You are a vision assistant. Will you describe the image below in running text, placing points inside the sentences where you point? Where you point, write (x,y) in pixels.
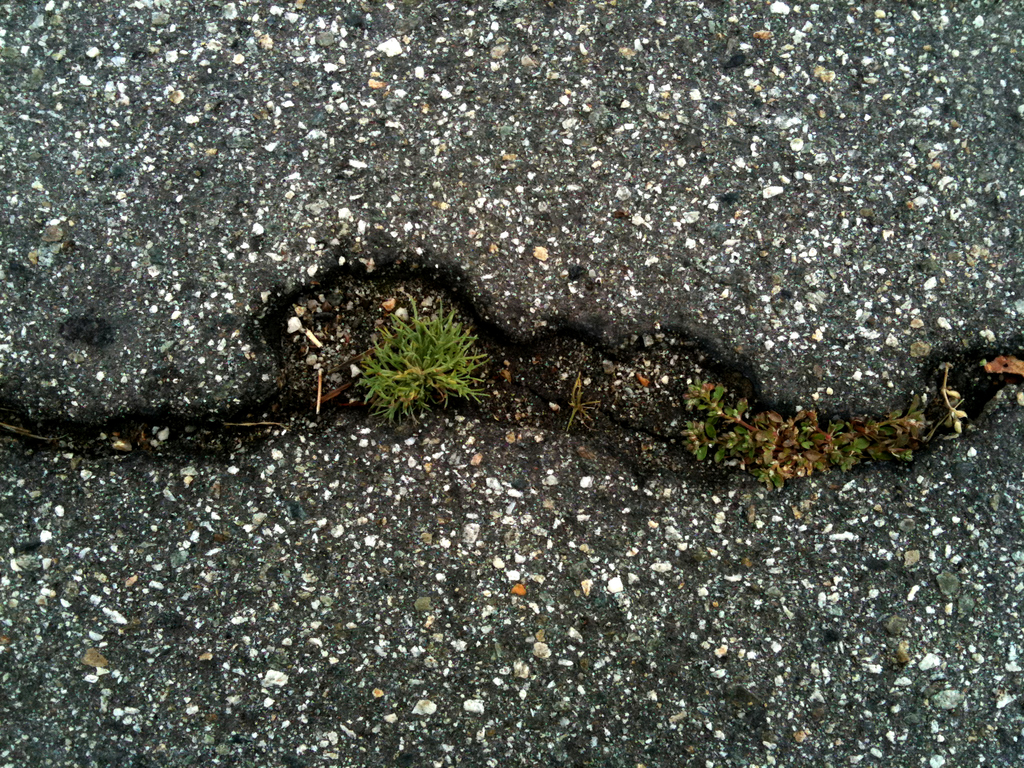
In this image I can see the grass (415,393) in green color and the background (832,542) is in brown, black and white color.
